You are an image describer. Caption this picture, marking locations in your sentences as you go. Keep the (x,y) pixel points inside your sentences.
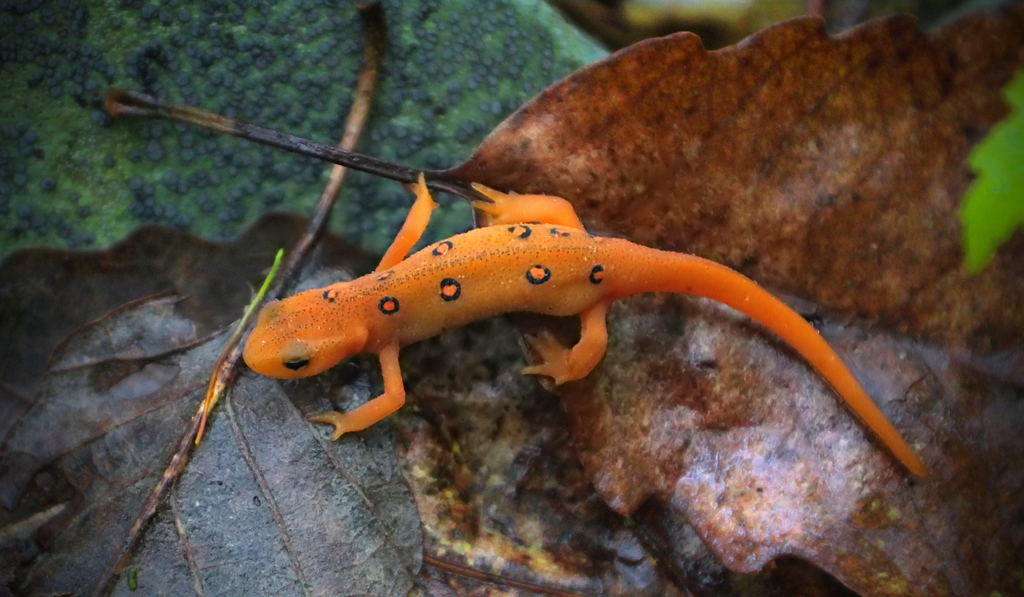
In this image, we can see a newt (324,352) on some dried leaves (699,247). We can also see a green colored object (451,4).
